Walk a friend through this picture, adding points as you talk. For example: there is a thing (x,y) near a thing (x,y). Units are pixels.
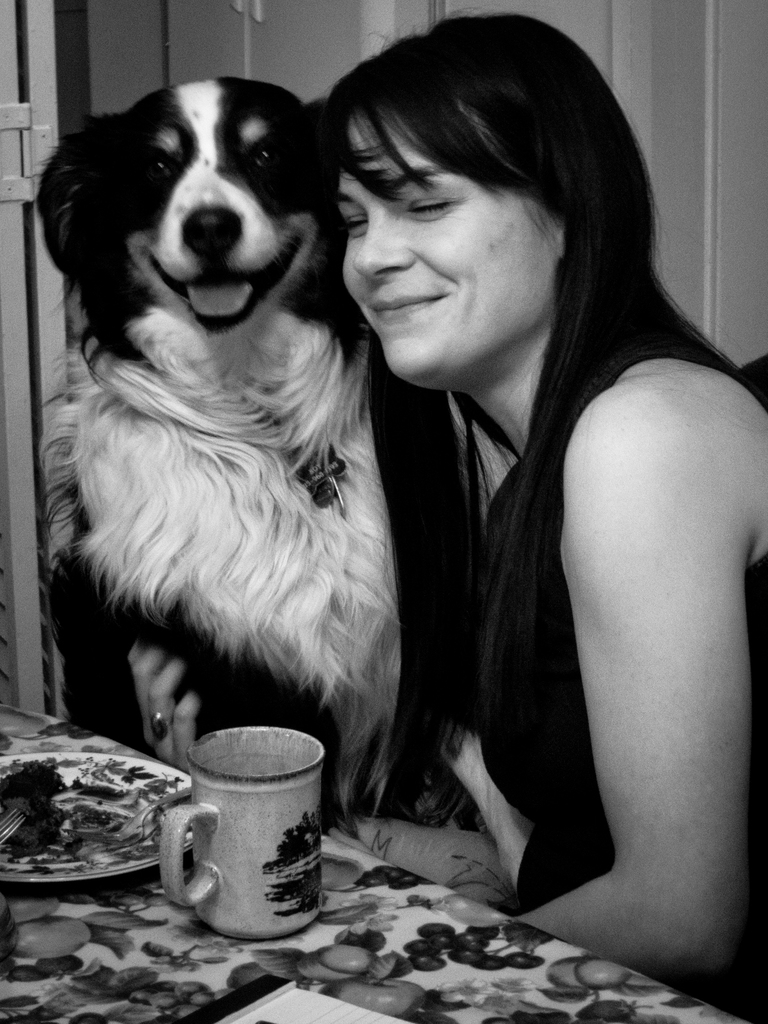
In this image I can see a person (485,327) with the dog (242,340) and they are in-front of the table (198,930). On the table (74,902) there is a plate (140,805) and the cup (252,830).
